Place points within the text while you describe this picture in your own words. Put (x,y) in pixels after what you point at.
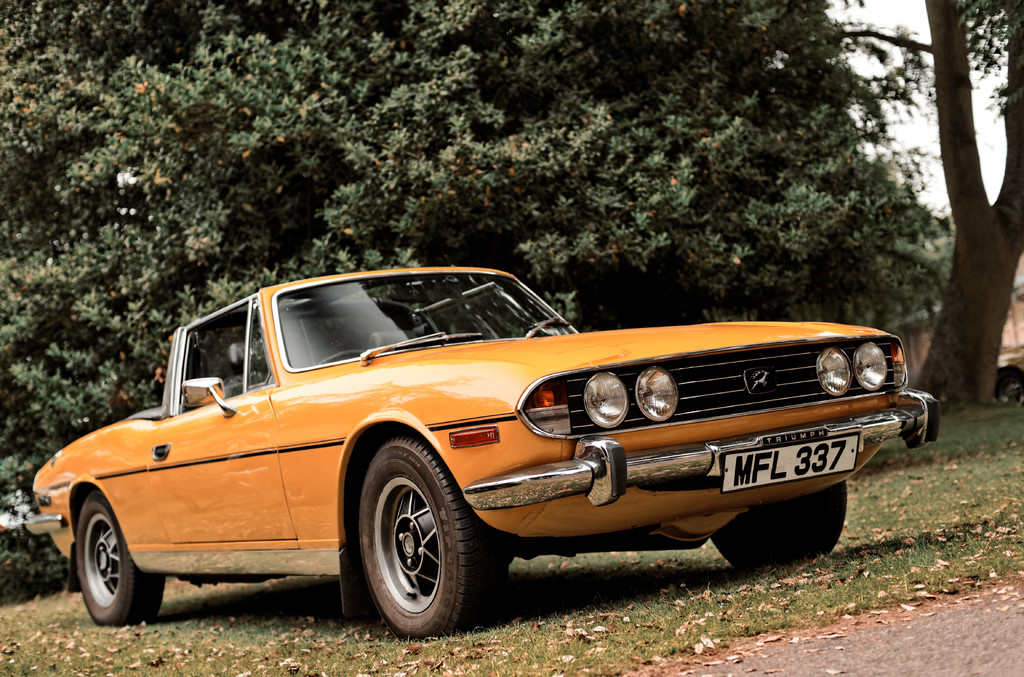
In this image I can see the car (200,493) which is in orange color. I can see the number plate (738,467) to the car (397,574). It is on the ground (532,604). In the background (508,111) I can see many trees (795,124) and the sky (982,150).
